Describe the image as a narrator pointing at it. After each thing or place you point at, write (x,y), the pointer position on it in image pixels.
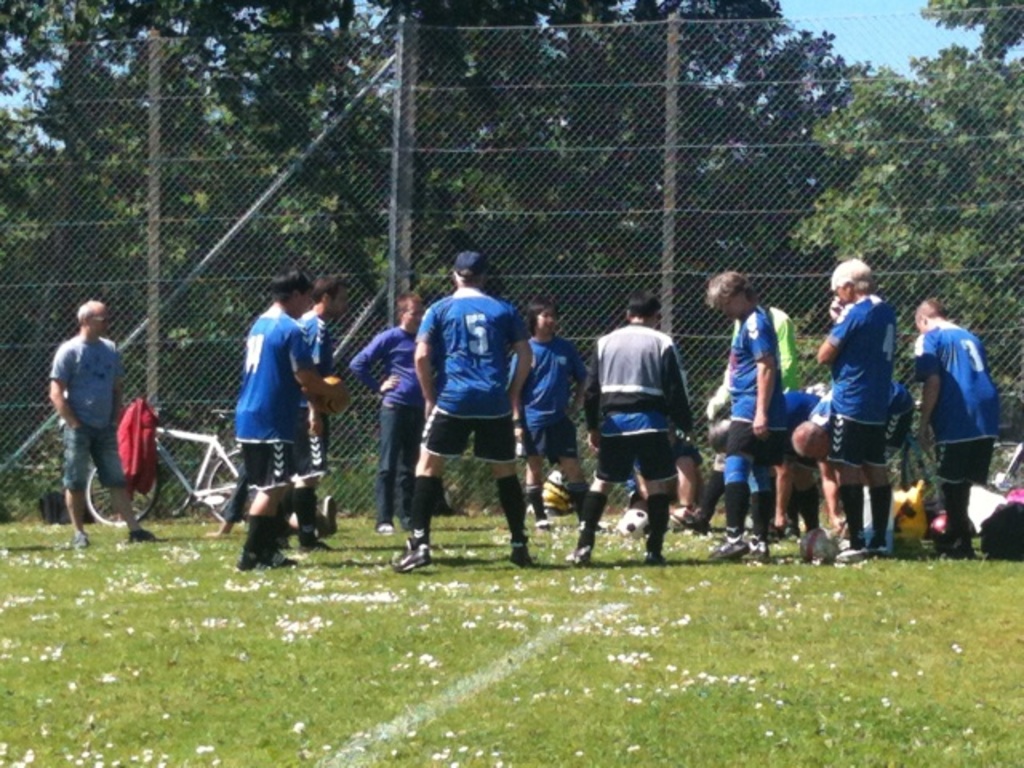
In this picture we can see a few people (763,519) on the grass (784,549). There are some white flowers (253,588) and a few objects (912,506) on the grass (820,591). We can see a red jacket (142,463) on a bicycle (214,440). There is some fencing (373,62), poles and a few trees (796,79) in the background (805,63). Sky (910,71) is blue in color.
